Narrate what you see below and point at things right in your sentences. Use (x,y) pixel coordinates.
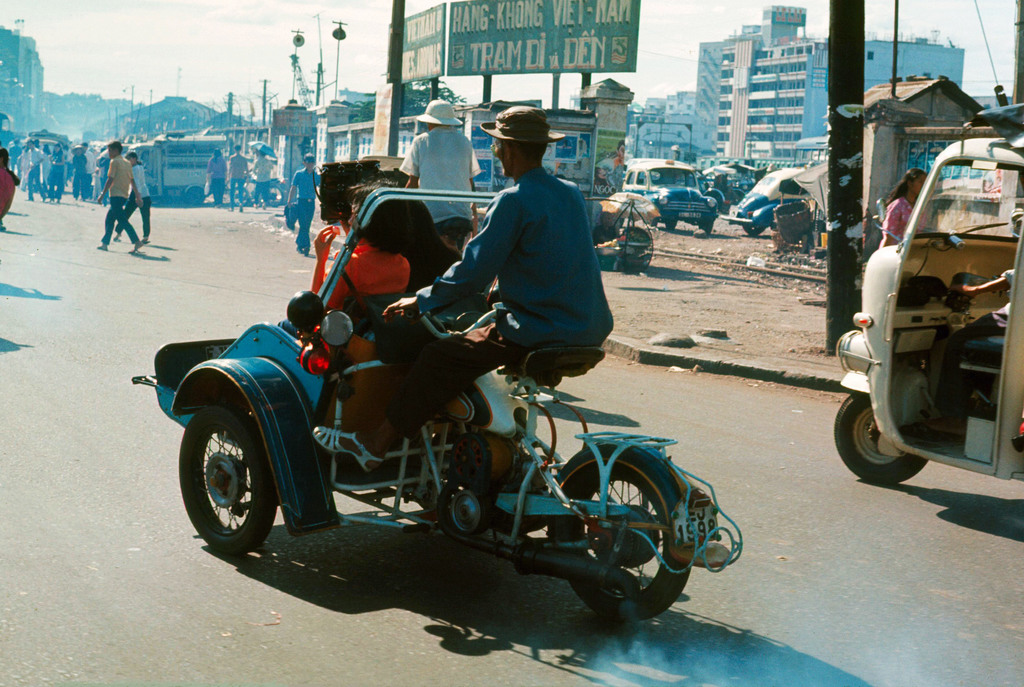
A person (531,229) wearing a hat (526,126) is sitting on a vehicle (480,456). On the vehicle (560,506) there are persons (404,258). There is a road (116,325). Also some other vehicles (952,319) on the road (184,204). In the background (774,108) there are buildings (697,105), pillars (587,106), name boards (570,72), persons (133,170), vehicles (663,185).
